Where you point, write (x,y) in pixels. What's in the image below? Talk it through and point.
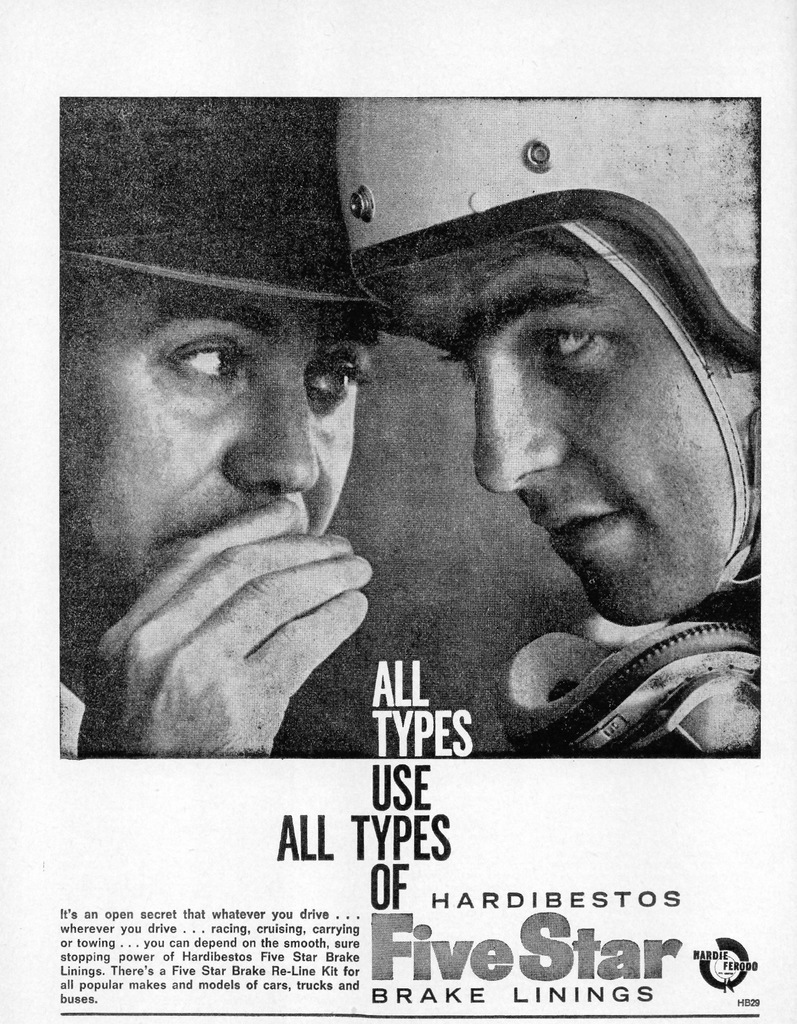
This image consist of a poster (333,518). On this poster (320,233) I can see two men (466,303), one is wearing a hat (189,196) and the other a helmet (640,185) and it seems like they are discussing something by looking at each other. At the bottom of this image (261,922) I can see some text (372,900). This is a black and white image.
